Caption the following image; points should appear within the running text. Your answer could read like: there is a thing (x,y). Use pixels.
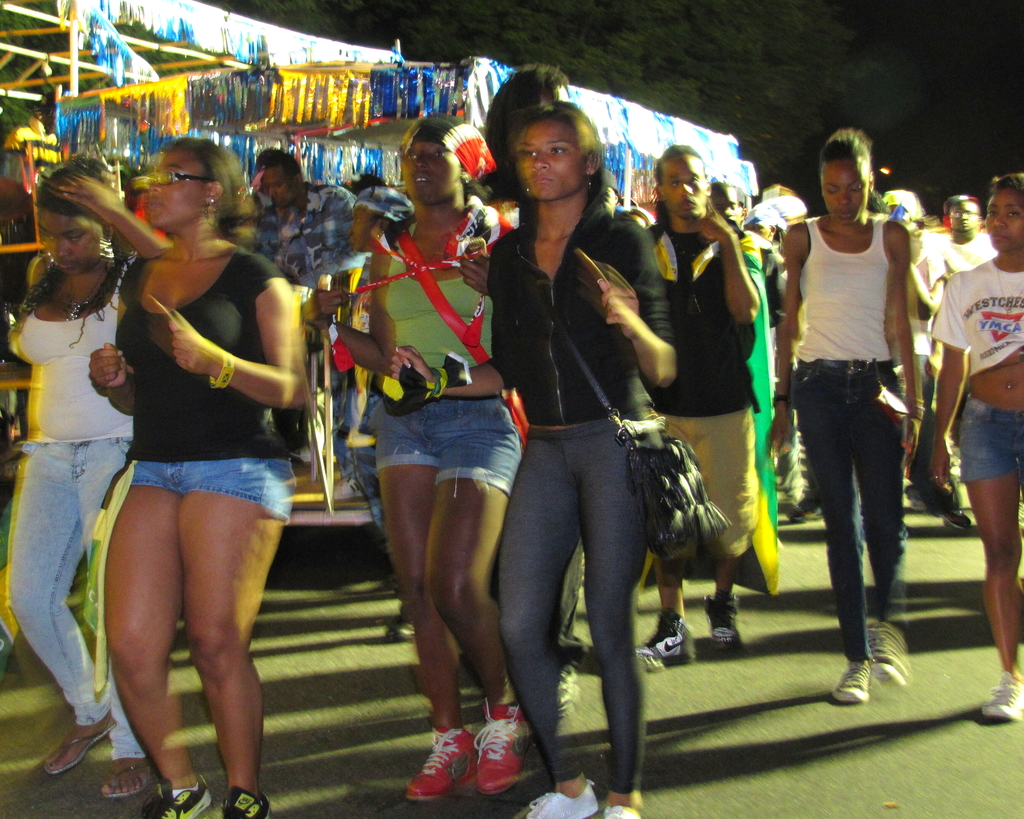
In this image we can see group of people (544,474), rods (87,66), and decorative objects (322,141). There is a dark background (531,13).
